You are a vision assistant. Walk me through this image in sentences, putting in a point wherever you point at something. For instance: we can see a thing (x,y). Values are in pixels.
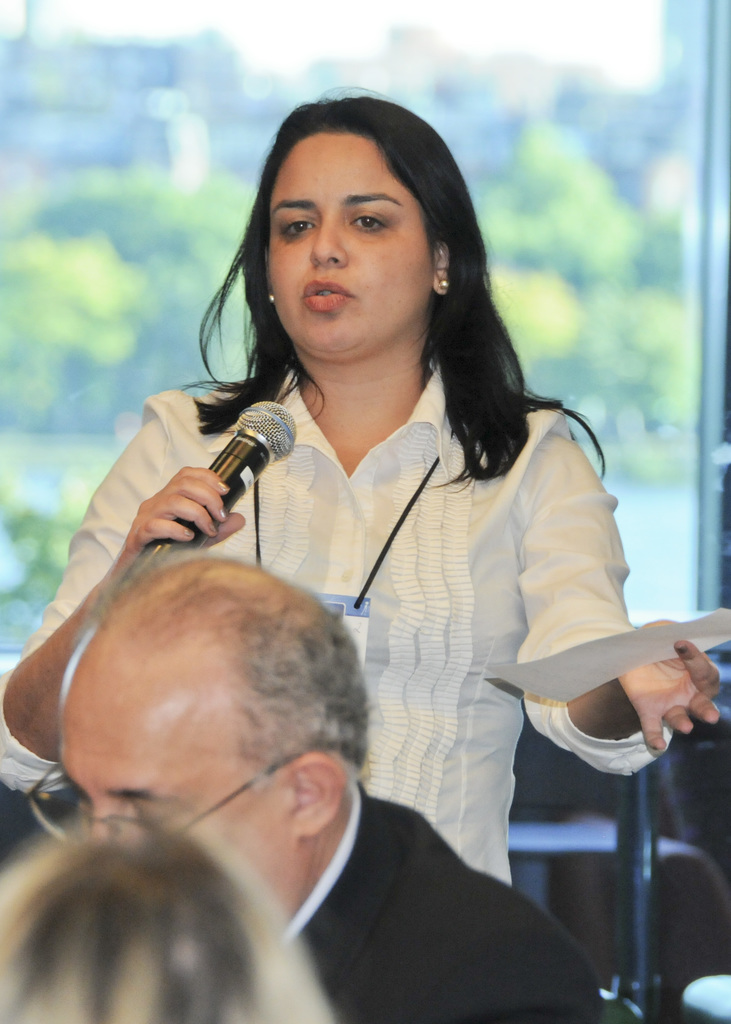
In this picture we can see a woman (447,373), she is holding a mic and a paper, in front of her we can see people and in the background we can see trees (497,294) and it is blurry.
